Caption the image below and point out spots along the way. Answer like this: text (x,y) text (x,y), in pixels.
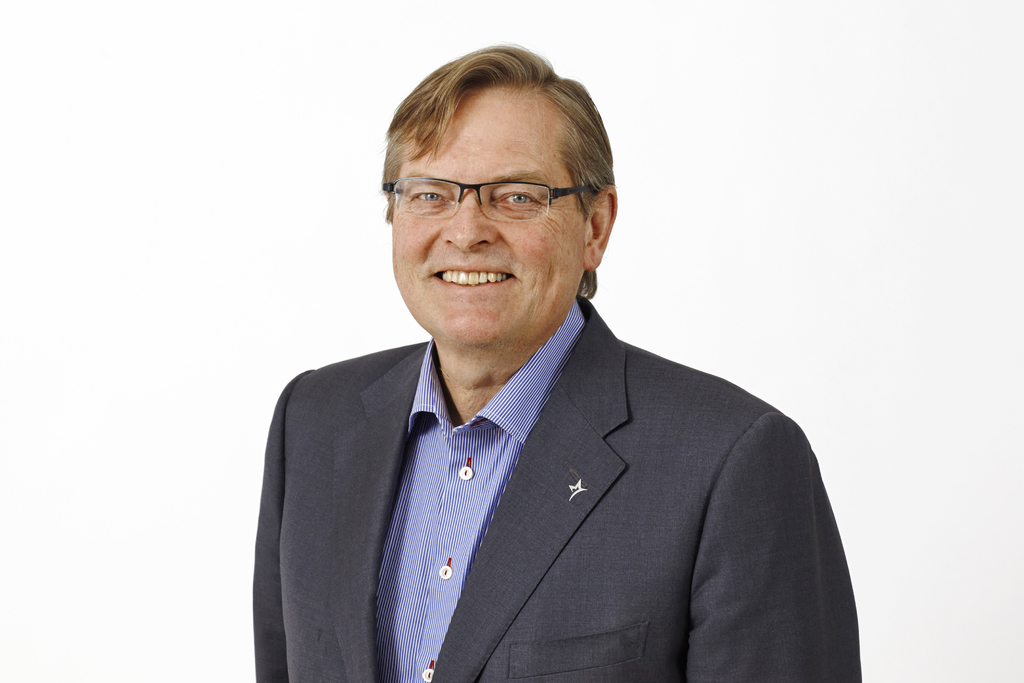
In this image I can see a person (603,215) is smiling and wearing purple and black color dress (603,477). Background (53,392) is in white color.
